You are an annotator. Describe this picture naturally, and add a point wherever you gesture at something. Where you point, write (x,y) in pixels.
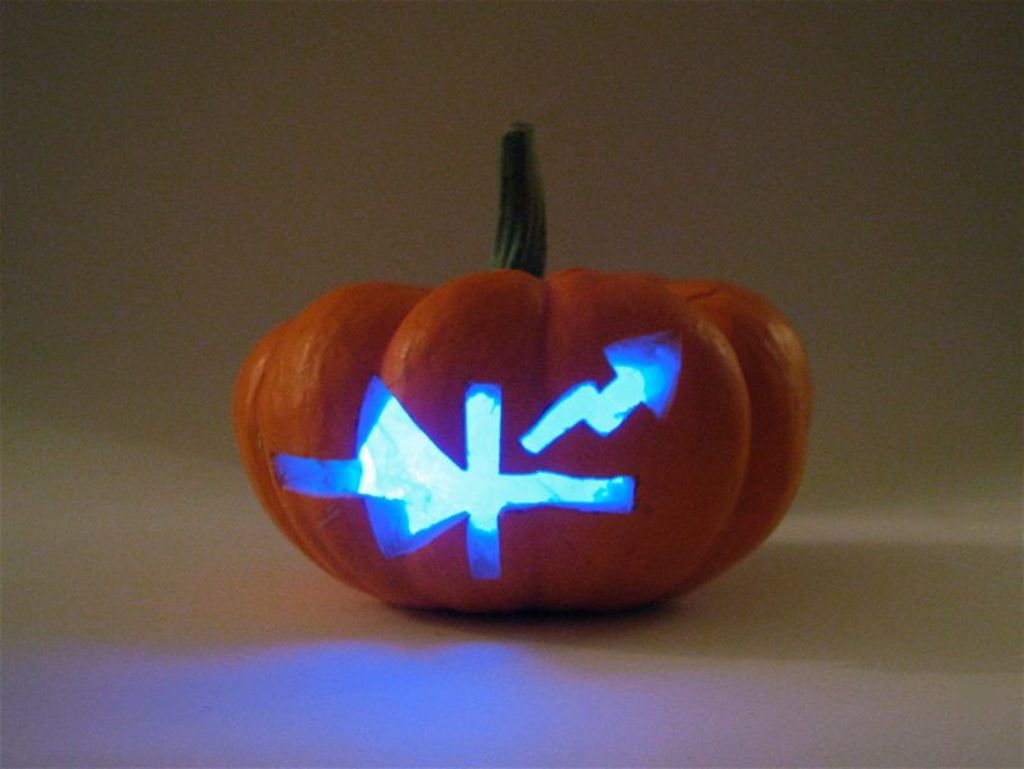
In this image I can see a fruit (279,395) which is in orange color and I can see white background (123,391).
